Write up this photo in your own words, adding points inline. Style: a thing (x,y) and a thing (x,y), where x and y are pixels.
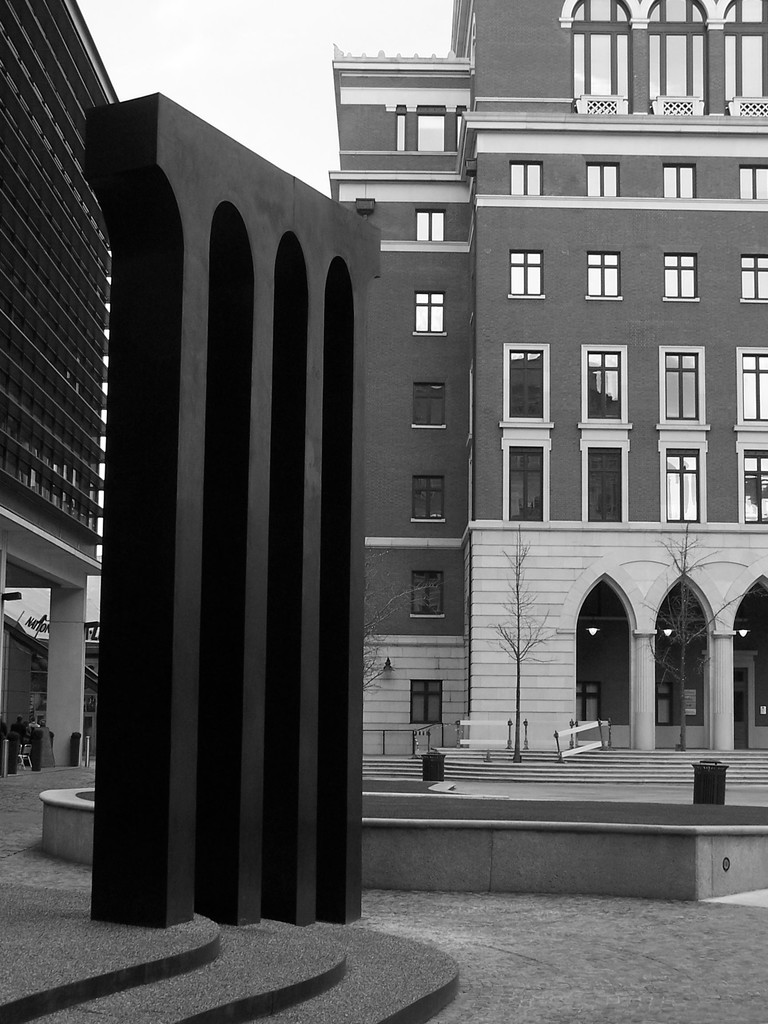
This picture is clicked in the city. Here, we see buildings (586,361) and trees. At the bottom of the picture (238,907), we see the staircase (245,927) and poles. At the top of the picture (208,104), we see the sky (112,77) and this is a black and white picture.
